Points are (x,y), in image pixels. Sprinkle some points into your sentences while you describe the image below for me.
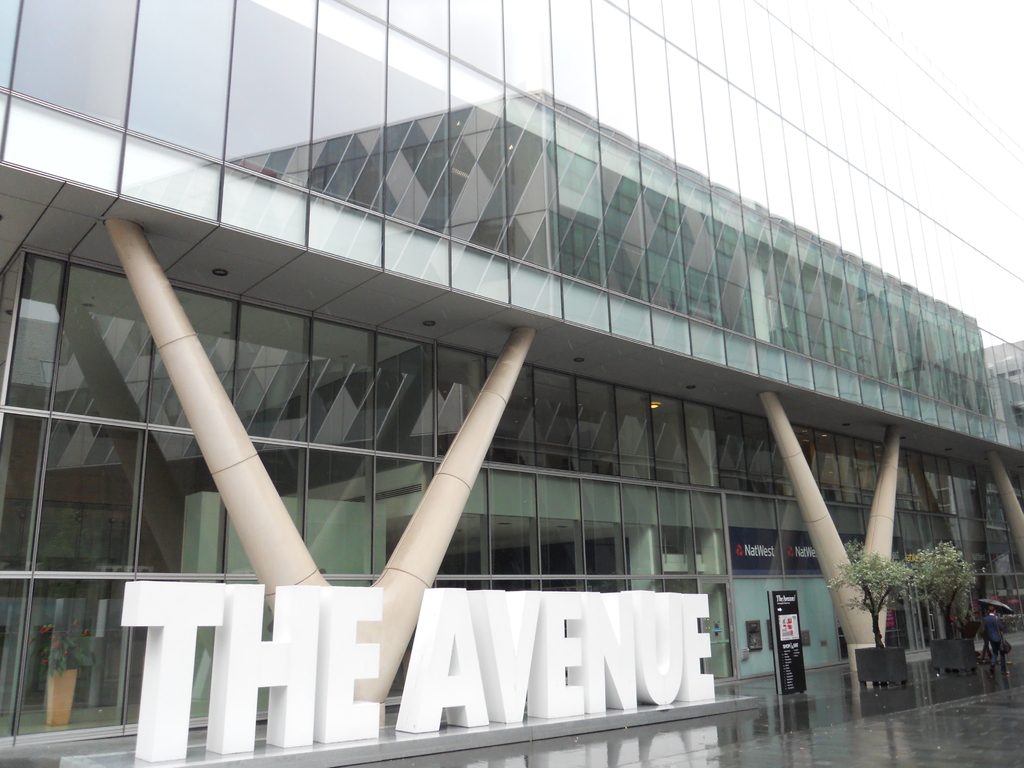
In this image we can see the outside view of the glass building (662,308) with the name (450,711) at the bottom (675,689). We can also see the trees (871,590) and there is a person (997,630) with an umbrella (983,603) walking on the path (925,671).
